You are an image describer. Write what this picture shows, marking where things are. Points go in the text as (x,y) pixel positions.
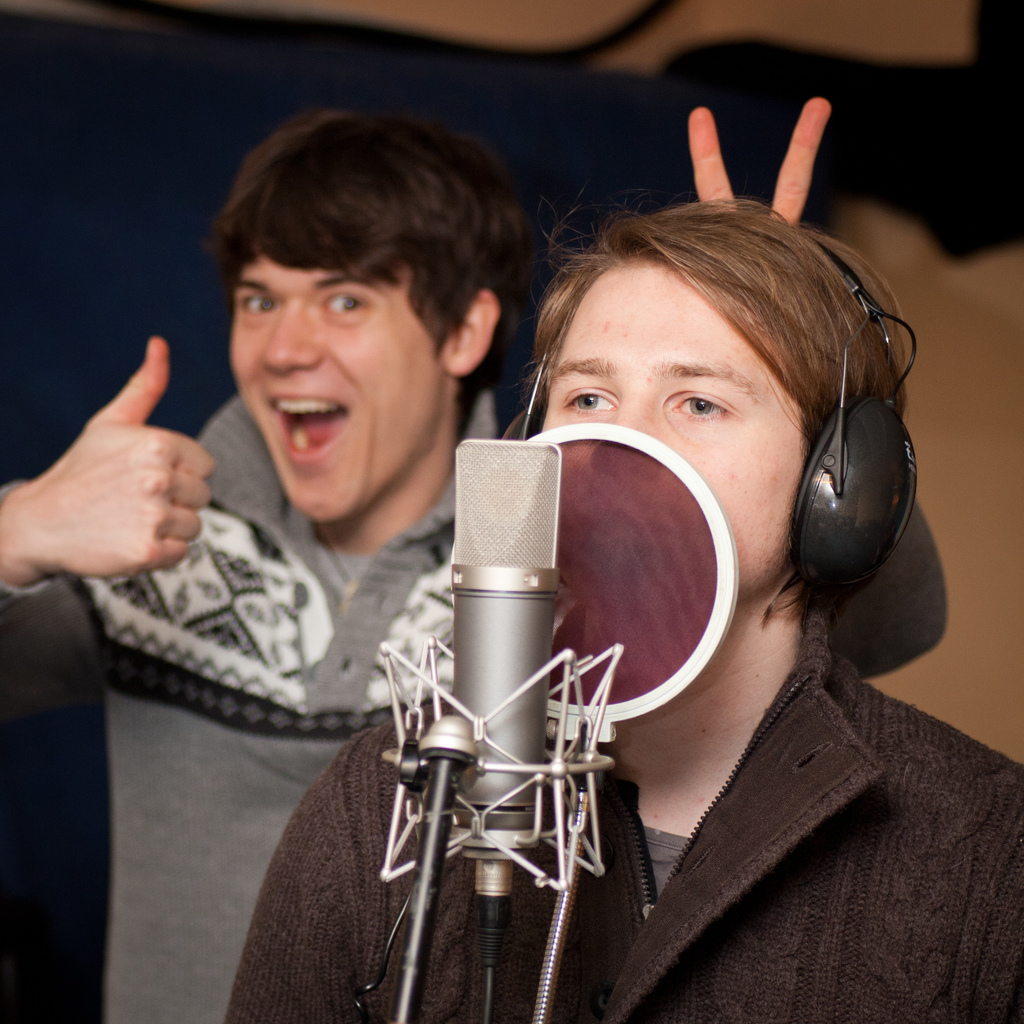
In this image we can see some persons (786,589) standing. One person (770,781) is wearing headphones (815,444). In the foreground (536,834) we can see a microphone (535,761) on a stand (539,774).
